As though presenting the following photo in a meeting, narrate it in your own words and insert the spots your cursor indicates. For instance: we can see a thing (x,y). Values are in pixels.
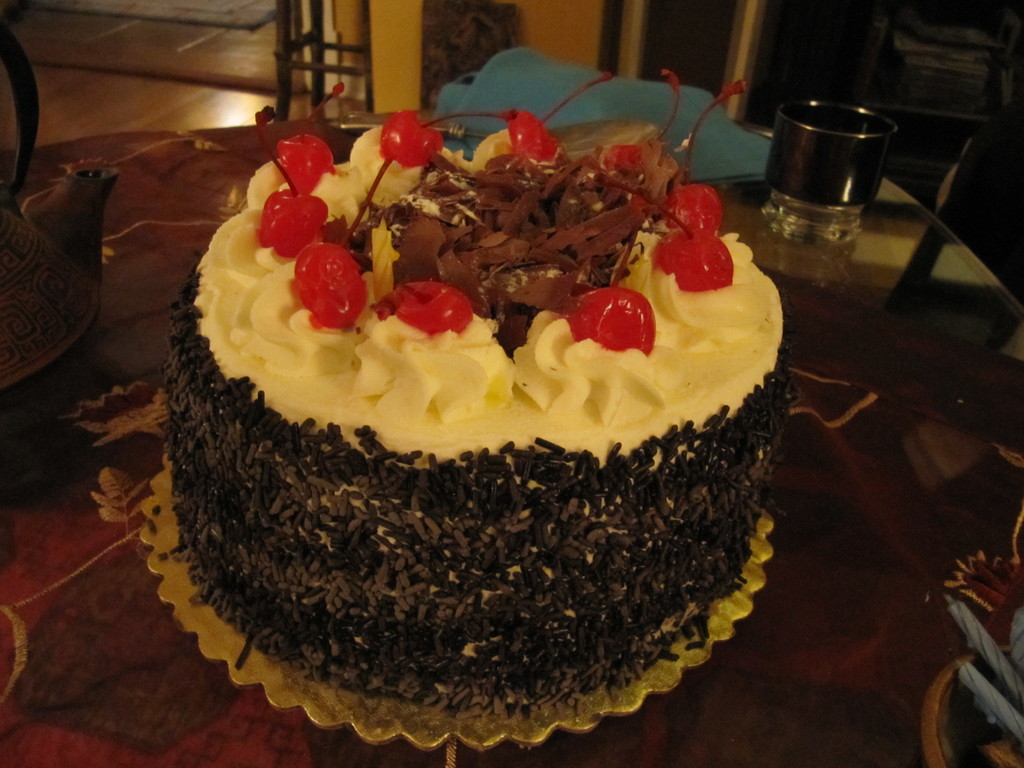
In the center of the image (383,492) there is a table (953,550) and we can see a cake (570,494), glass (834,151) and a jar (32,287) placed on the table (151,659). In the background (327,47) there is a chair (286,42) and we can see a wall (565,39).
